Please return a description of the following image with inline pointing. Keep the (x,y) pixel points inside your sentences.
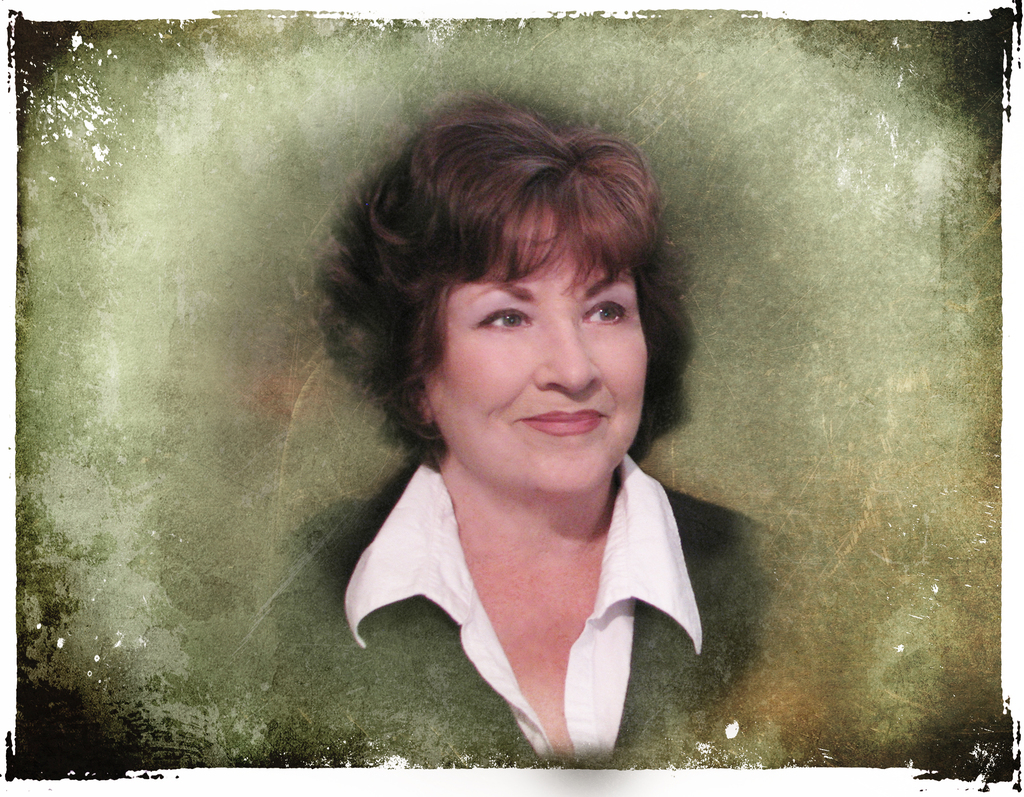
This is an edited image, in this image there is women (742,592), she is wearing white color shirt (610,559) and black color coat (734,548).
